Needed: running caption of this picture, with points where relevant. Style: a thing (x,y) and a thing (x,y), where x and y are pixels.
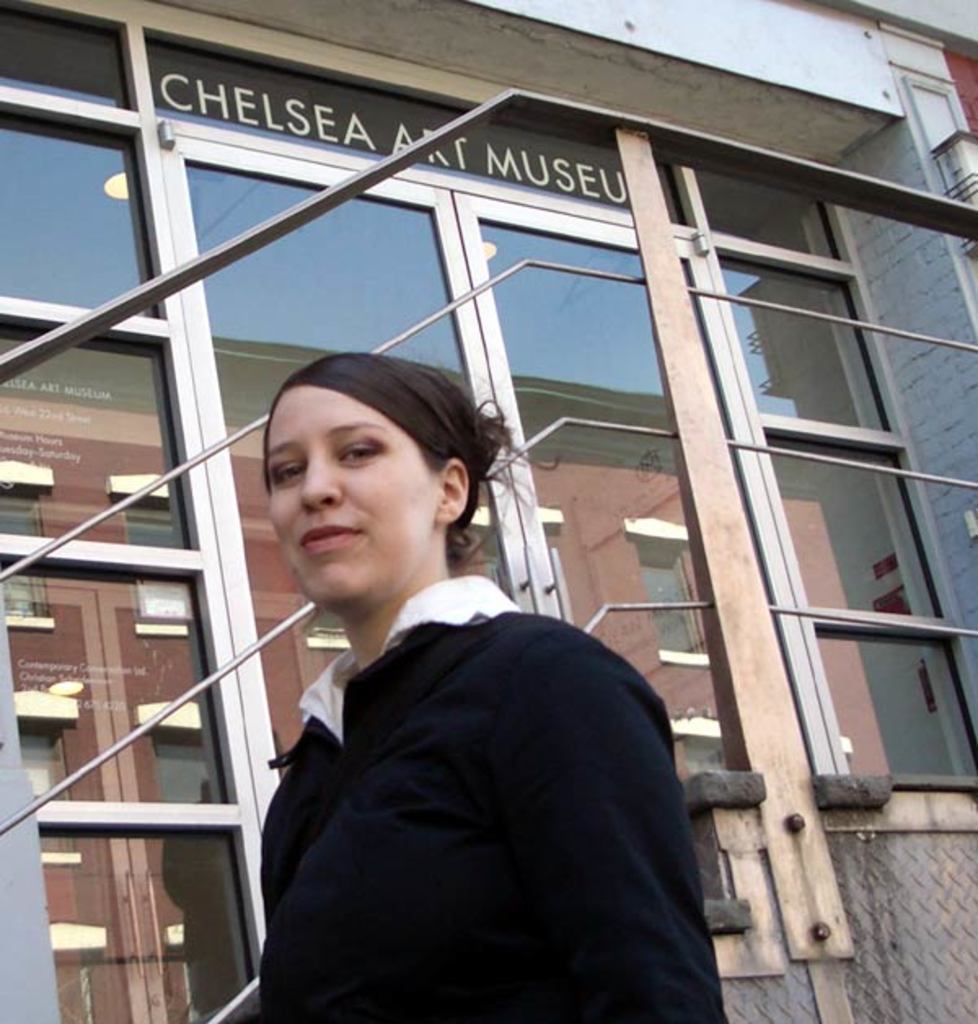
In the picture we can see a woman (665,1023) standing and smiling and she is with black dress (524,636) and behind her we can see a building (880,302) with glasses (250,509) to it and name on it Chelsea art museum.
